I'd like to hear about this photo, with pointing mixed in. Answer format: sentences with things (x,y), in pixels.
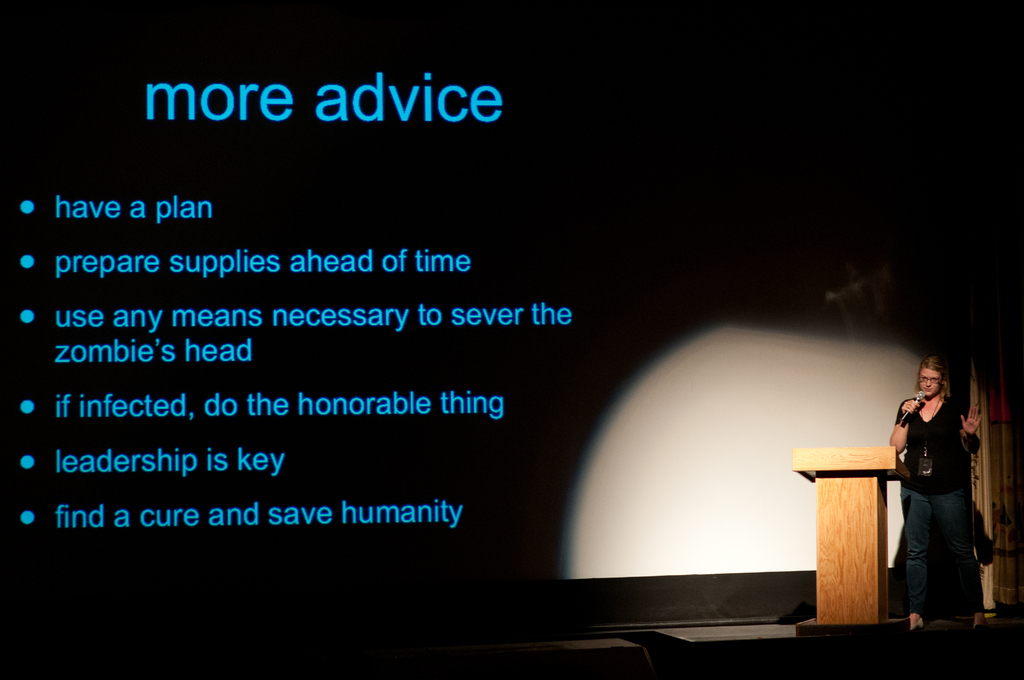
This image consists of a PPT slide (79,519). On the left side (175,358), I can see some text (179,515) and on the right side (936,508) there is a woman (930,480) standing, holding a mike (919,394) in hand (916,406). It seems like she is speaking something. Beside her there is a podium (819,510). In a background (705,475), I can see a white color screen (800,376).
